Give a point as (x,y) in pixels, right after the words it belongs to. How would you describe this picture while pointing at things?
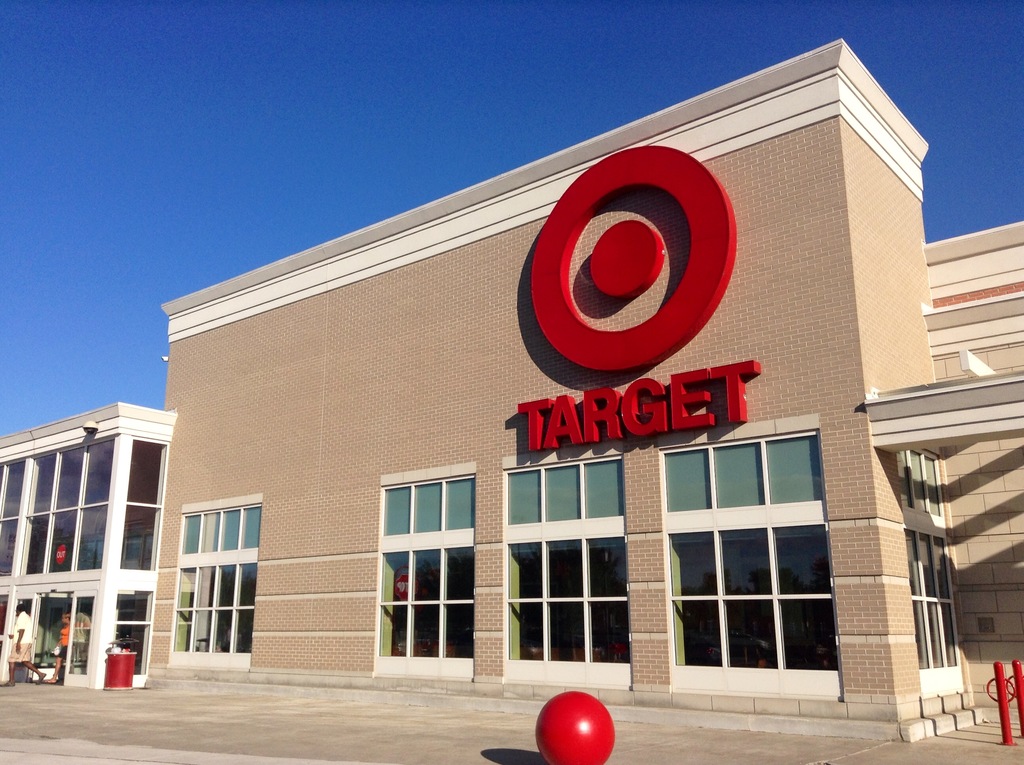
In the picture I can see a building (610,420) which has target written on it and there is a red color ball (594,710) in front of it and there are two persons (68,620) and a building (64,604) in the left corner (86,596).
